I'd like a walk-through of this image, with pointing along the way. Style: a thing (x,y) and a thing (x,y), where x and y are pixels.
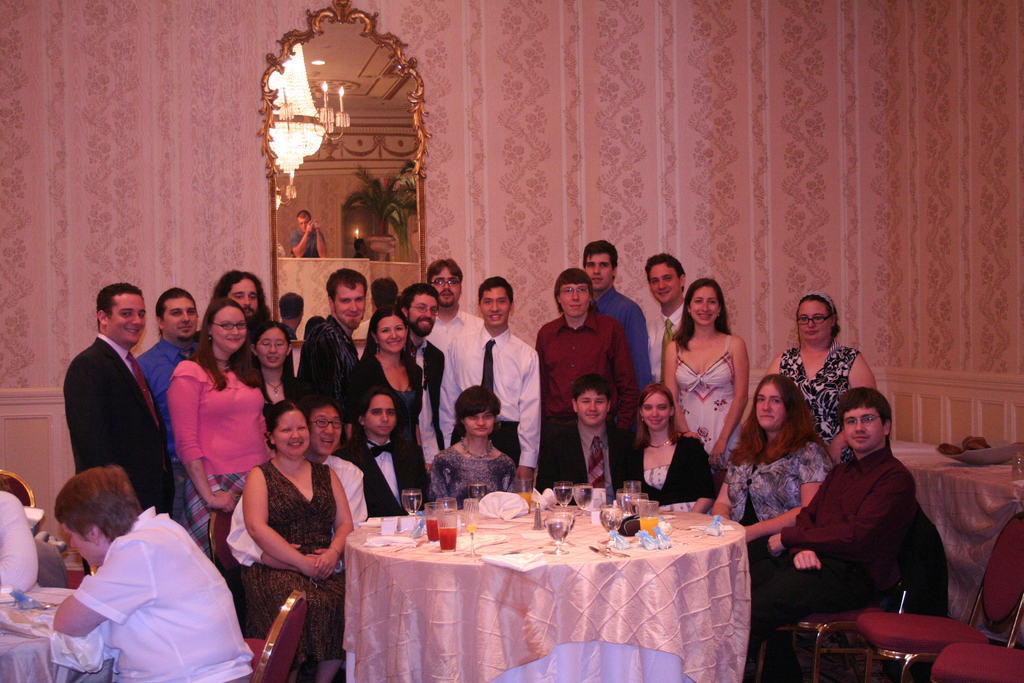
In this image we can see a group of people (364,368). We can also see some chairs (909,639) and a table (473,603) containing some glasses (607,509), cloth (594,525), tissue papers (537,564) and some objects (648,547) on them. On the backside (424,274) we can see a mirror (374,270) on a wall (437,235).
